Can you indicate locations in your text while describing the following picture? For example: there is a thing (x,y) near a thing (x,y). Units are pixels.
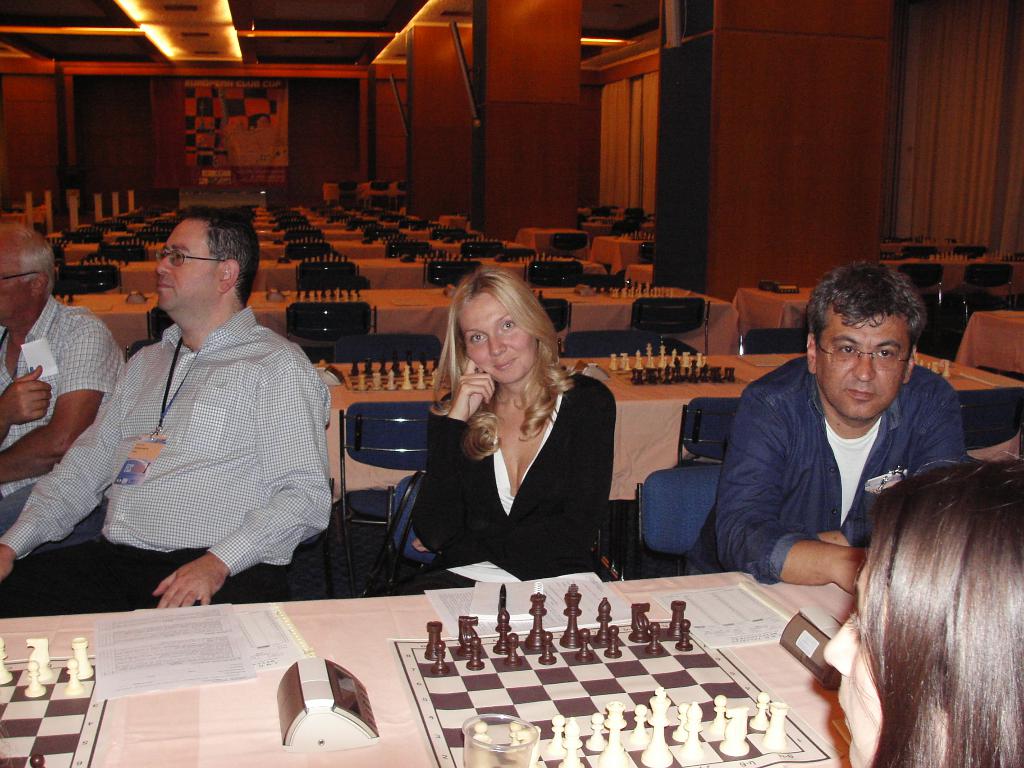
In this image we can see a group of people (476,385) sitting on the chairs (705,484) beside a table (778,674) containing some papers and the chess boards (743,700) with some coins (614,726) on it. On the backside (691,322) we can see a group of chairs (699,310) and some tables (637,448) containing the chess boards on them. We can also see some windows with curtains (918,215) and a roof (298,38) with some ceiling lights (398,40).
